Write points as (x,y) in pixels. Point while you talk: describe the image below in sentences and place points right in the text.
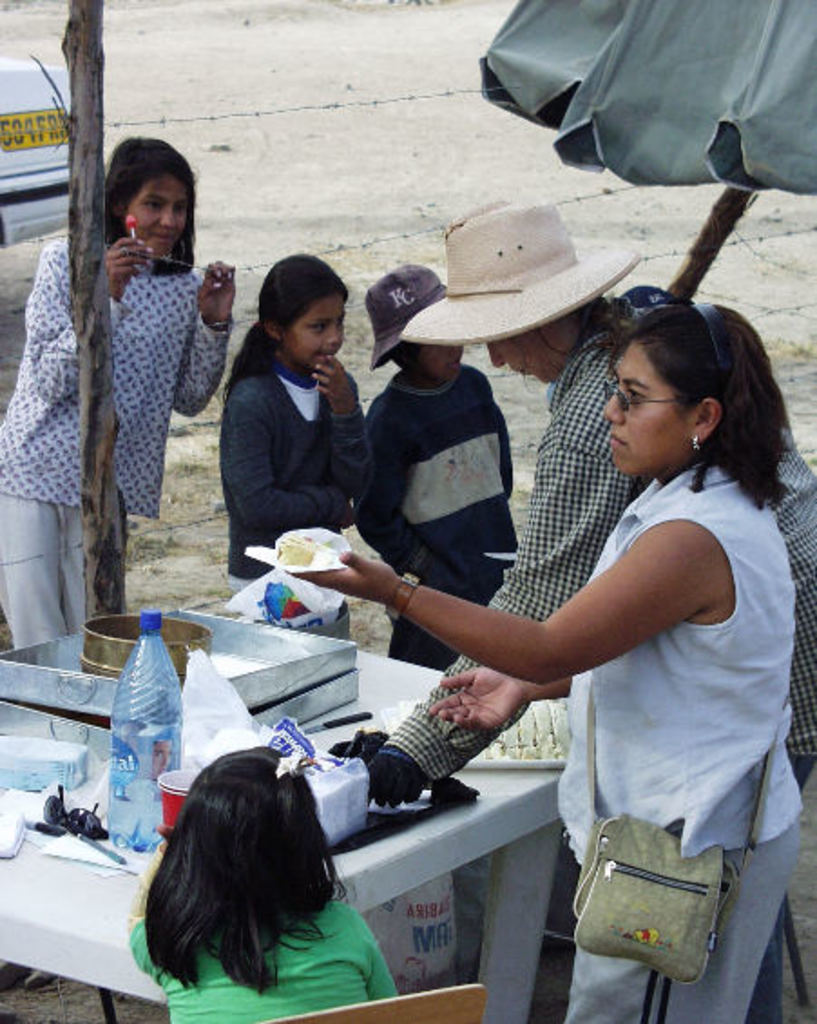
In this picture I can see group of people (779,846) standing, there is a girl (195,899) sitting on the chair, there are glasses (66,816), bottle (156,766) and some other objects (233,732) on the table (489,914), there is an umbrella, there is fence (74,66) and a vehicle (27,77).
